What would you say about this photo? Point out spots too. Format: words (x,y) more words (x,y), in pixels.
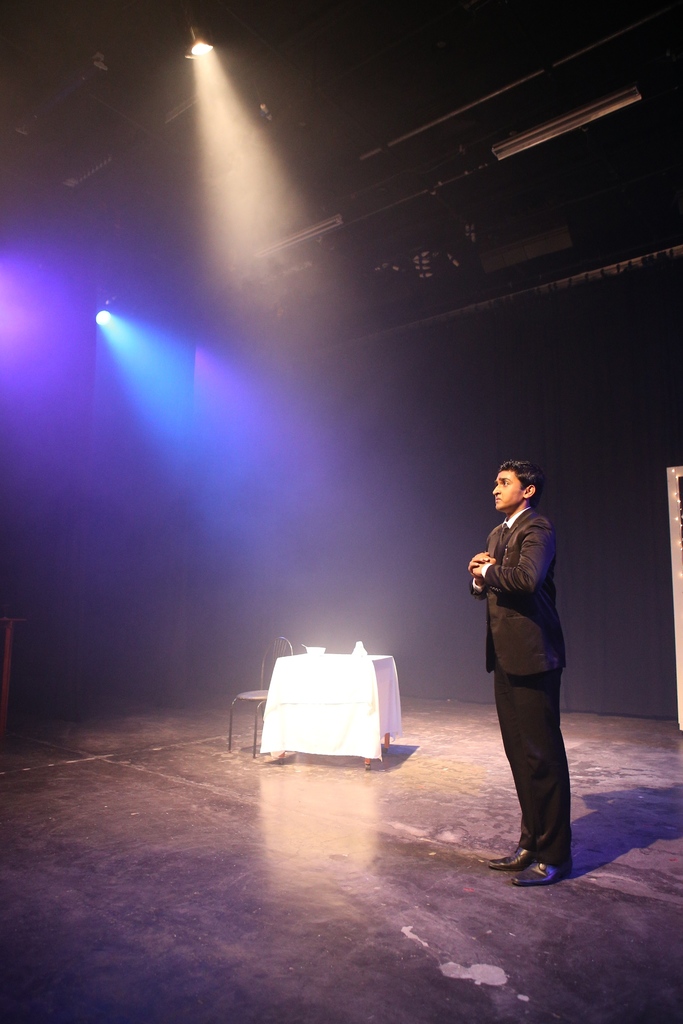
In this picture we can see a man (514,652) in the black blazer (514,652) is standing, and behind the man (500,667) there is a chair (263,699) and a table (302,698) covered with a cloth (295,707). Behind the table (313,674) there is a dark background (184,517) and the lights (209,119).
